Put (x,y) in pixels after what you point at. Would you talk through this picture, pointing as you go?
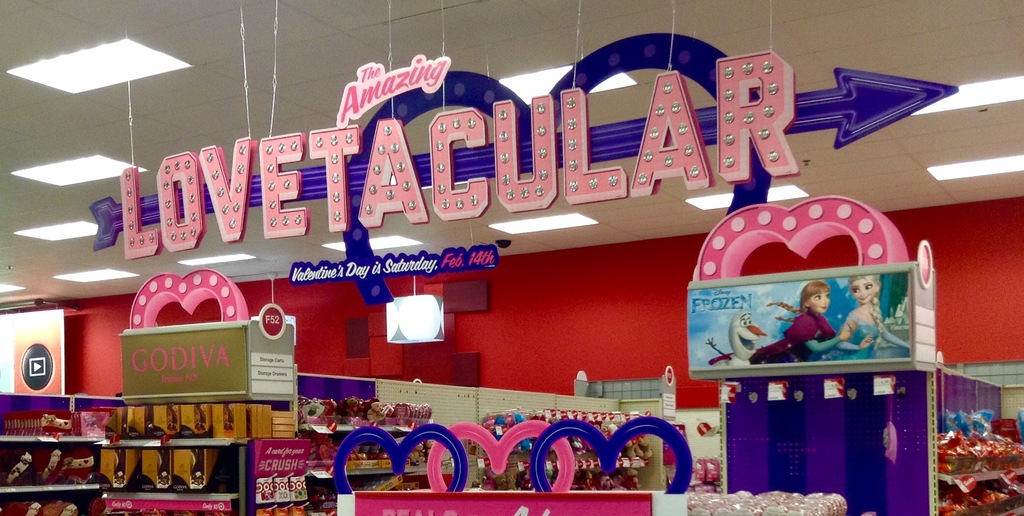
In this image it looks like it is a gift shop (456,420). At the top (683,141) there is hoarding (338,174) which is hanged to the ceiling (194,32). On the left side (175,421) there are chocolate boxes (120,469) which are kept in the racks (151,438). On the right side (885,428) there are so many gifts (965,453) which are packed and kept in the racks (979,474).
